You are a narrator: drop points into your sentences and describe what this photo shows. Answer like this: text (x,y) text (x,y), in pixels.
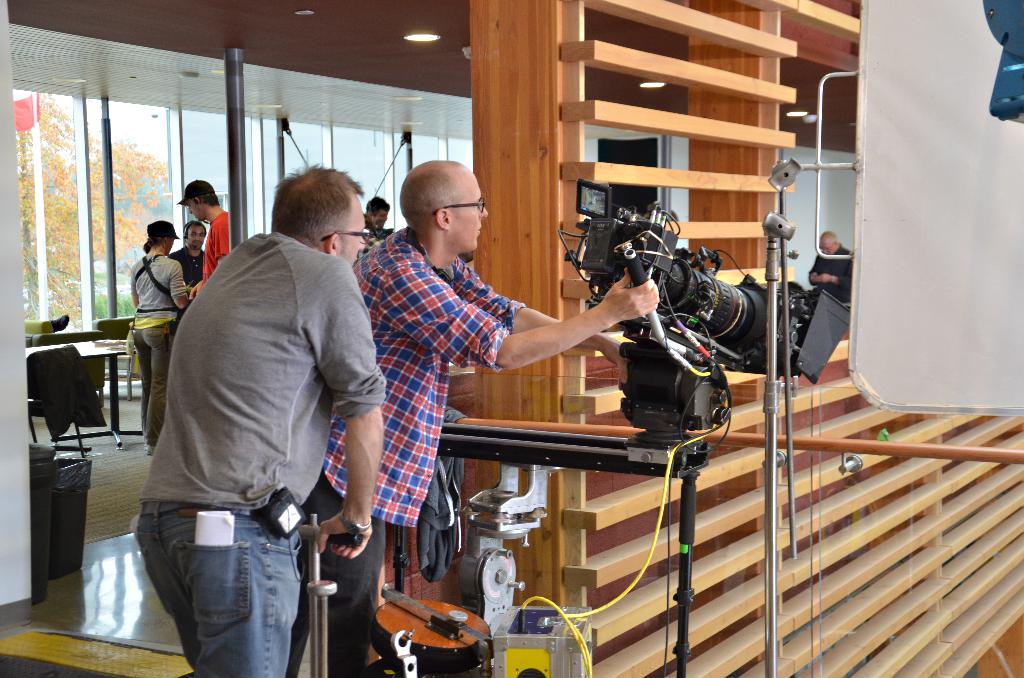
In this picture we can see some persons (256,295) are standing on the floor (117,514). There are chairs (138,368) and a table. Here we can see a man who is holding a camera (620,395). This is glass (136,198) and there are some trees (66,171).
